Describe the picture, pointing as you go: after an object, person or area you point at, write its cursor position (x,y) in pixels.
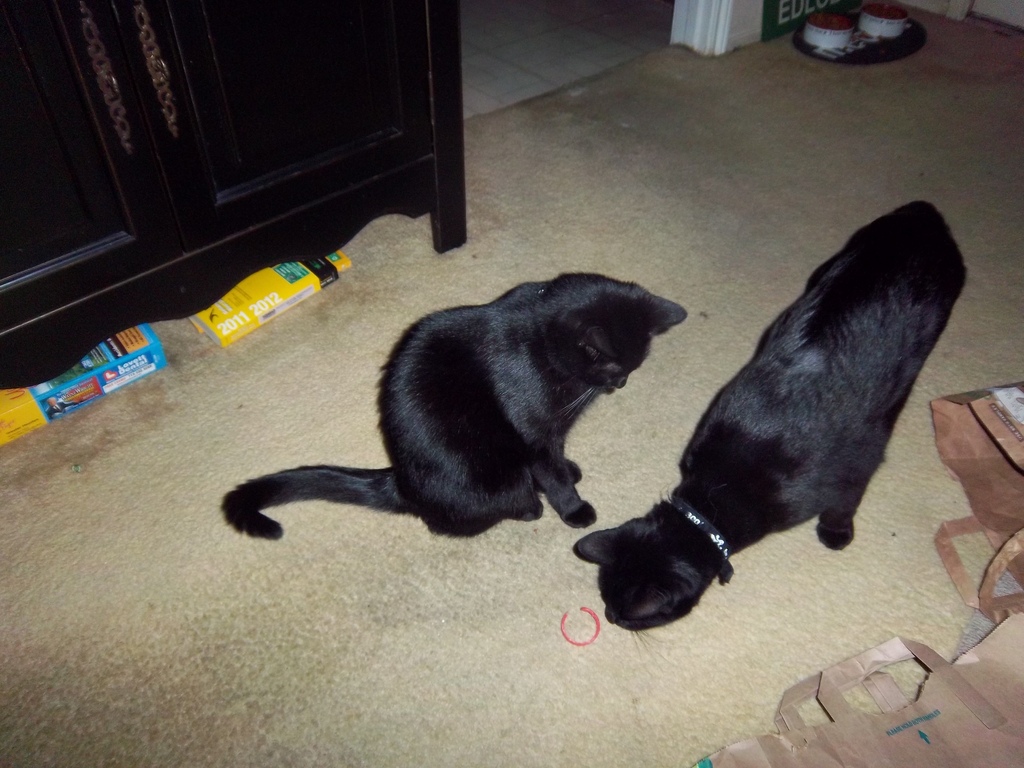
In this image we can see two black color cats (601,333) on the floor (348,735). We can also see two books (79,392), paper covers (957,733) and also some objects (860,27). We can also see the wooden cupboard (208,147) in this image.
